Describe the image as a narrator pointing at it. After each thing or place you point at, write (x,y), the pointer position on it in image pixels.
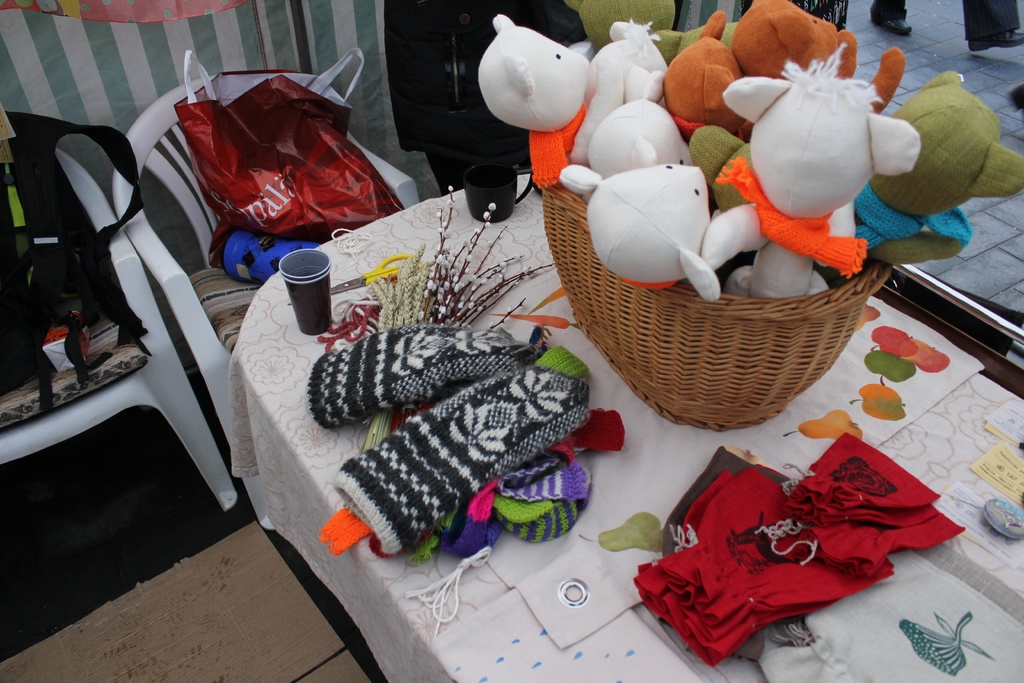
In this image we can see toys (634,102) and some woolen clothes (398,395) placed on the table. In the background (309,144) we can see chairs (156,159), covers (218,189), curtain (75,90) and floor (869,46).
